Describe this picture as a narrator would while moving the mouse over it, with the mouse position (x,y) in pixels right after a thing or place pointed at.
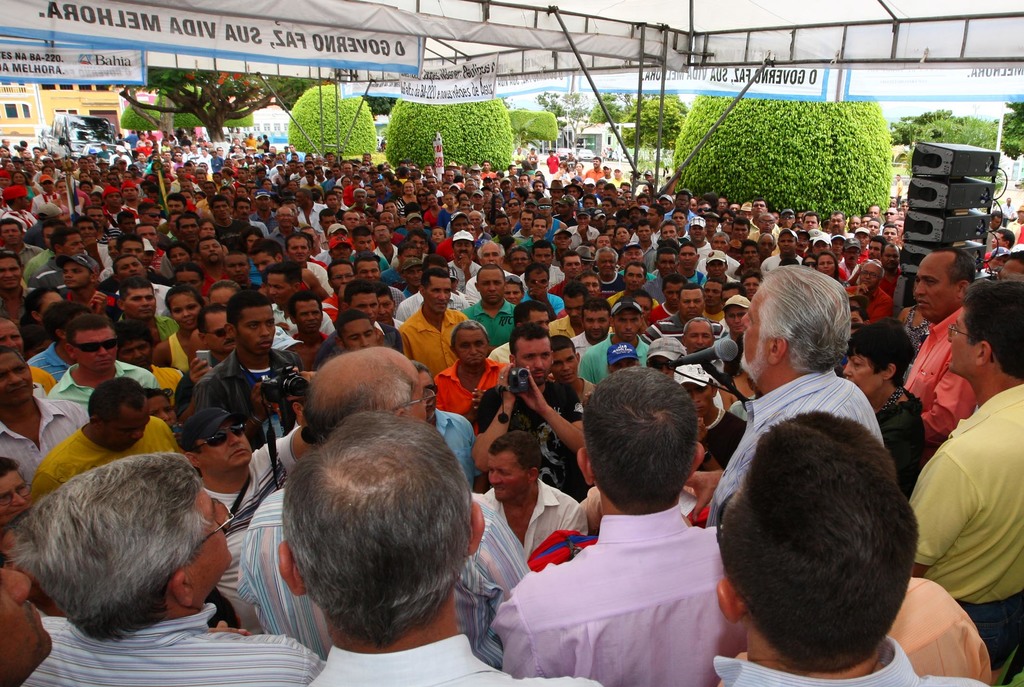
In this image, we can see a group of people (342,524). On the right side (837,337), we can see a man (842,399) standing in front of a microphone (738,345). On the left side (238,392), we can also see a person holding a camera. In the middle of the image (557,432), we can also see a black color shirt man (561,400) holding a camera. In the background (268,92), we can see some hoardings (68,64), plants (498,129), trees (207,117), vehicles (101,135), building (260,119), glass window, speakers (991,192).
